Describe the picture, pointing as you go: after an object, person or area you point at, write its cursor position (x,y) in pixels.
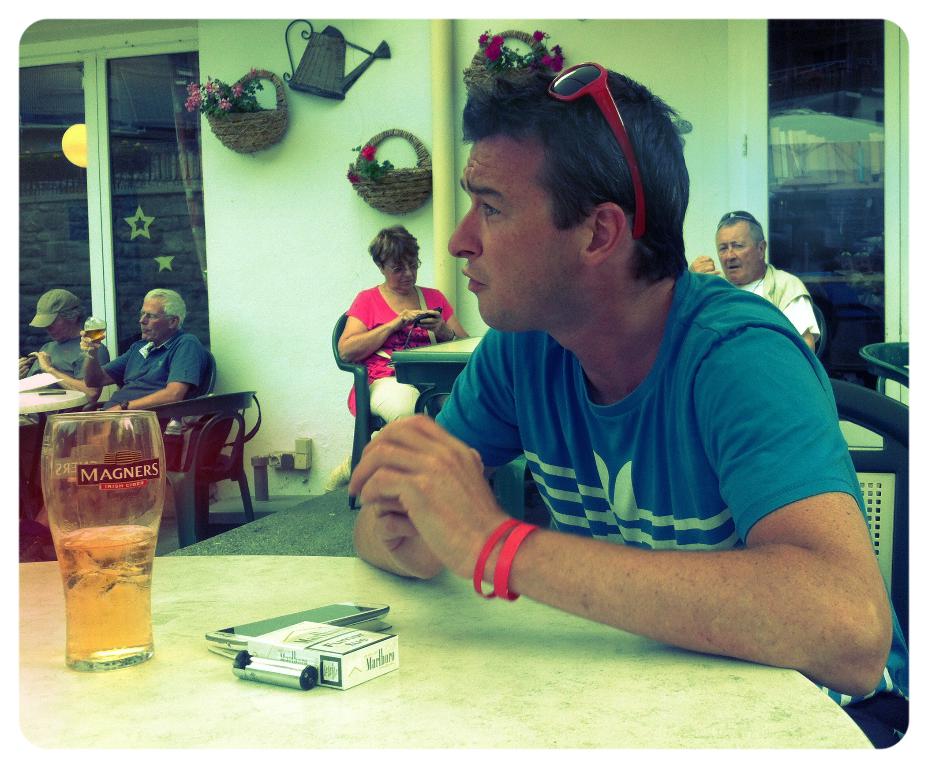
There is a person (735,343) in blue color t-shirt (750,409) sitting on a chair (882,464) and placing both hands (406,422) on a table (768,742). On which, there is a mobile (348,609), box (351,631), a glass (121,616) filled with drink (125,624). In the background (46,313), there are other persons (42,296) sitting on chairs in front of a table (397,375) on which, there are some objects (65,391), there are baskets (282,128) which are having flowers (379,176) attached to the green color wall (308,194) and there are glass doors (151,132).
